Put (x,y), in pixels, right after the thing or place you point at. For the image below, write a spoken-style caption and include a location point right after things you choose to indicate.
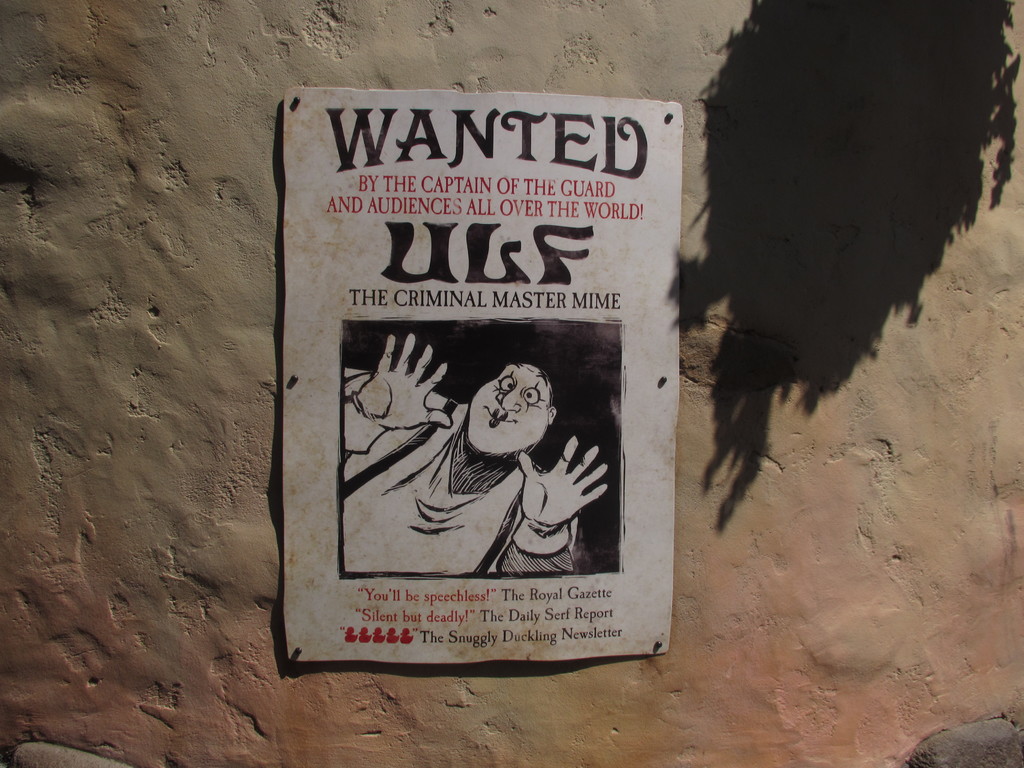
In this picture we can see a board (479,549) with a person (475,533) and some text (481,588) on it and this board (451,582) is on the wall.
